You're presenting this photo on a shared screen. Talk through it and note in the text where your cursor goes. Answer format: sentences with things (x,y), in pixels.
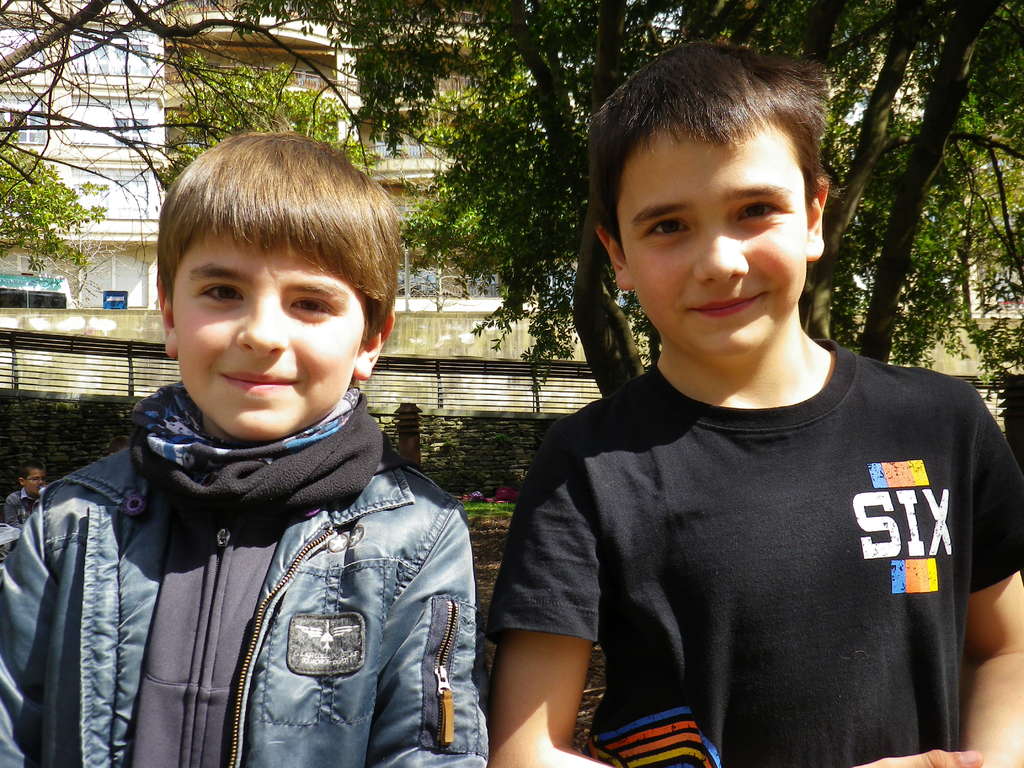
In this picture we can see there are two boys (328,510) standing and smiling. Behind the people (50,518) there is another person (7,513), trees (562,290), wall (517,357) and a building (103,81).
